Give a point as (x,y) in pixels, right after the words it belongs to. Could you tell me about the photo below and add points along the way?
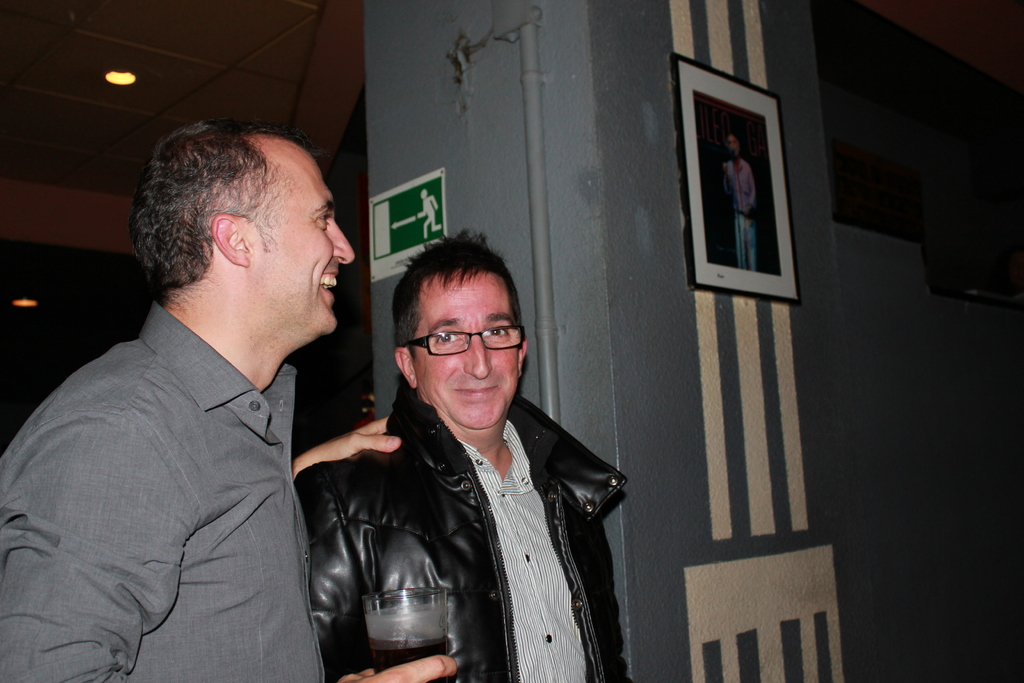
In this picture we can see two men (308,499) standing, there is a wall (745,508) here, we can see a photo frame (730,240) here, there is a pipe (548,287) here, we can see a light (126,79) and ceiling (162,40) here.
